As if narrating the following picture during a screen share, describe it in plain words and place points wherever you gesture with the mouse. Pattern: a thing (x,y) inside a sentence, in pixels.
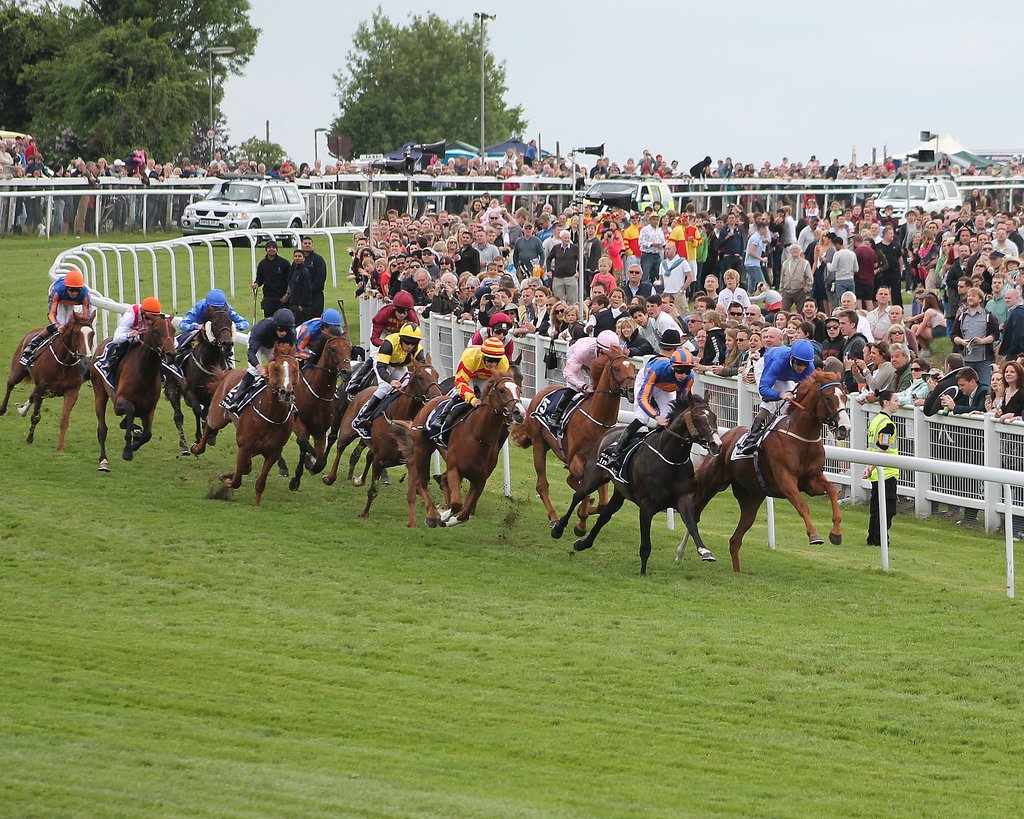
Here we can see few people (257,367) are riding horses (550,503) on the ground (611,563). There are group of people (643,277), cars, poles (212,125), fence (464,180), and trees (201,136). In the background (568,88) there is sky (725,88).
